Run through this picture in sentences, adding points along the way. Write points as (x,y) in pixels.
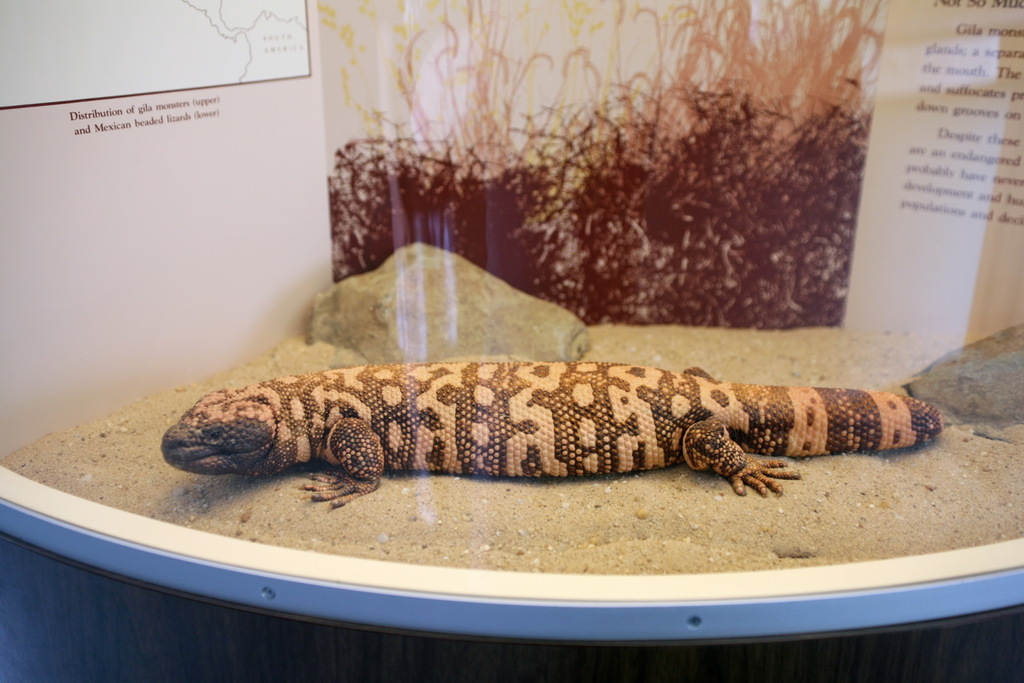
In this image we can see Gila monster (548,406) on sand (487,530) placed in a shelf (84,599).
